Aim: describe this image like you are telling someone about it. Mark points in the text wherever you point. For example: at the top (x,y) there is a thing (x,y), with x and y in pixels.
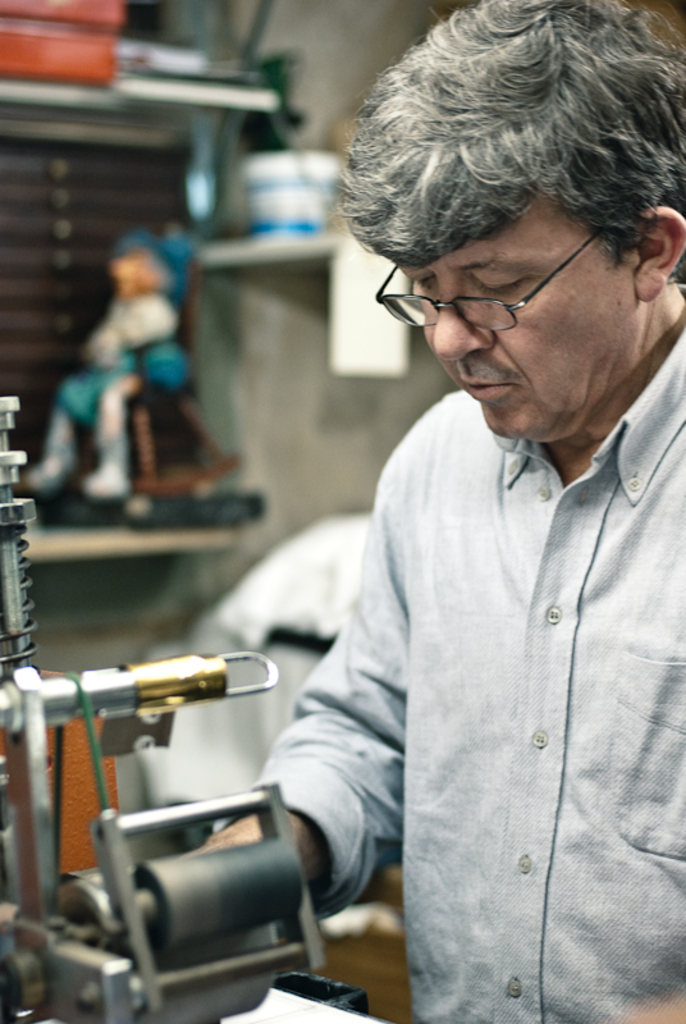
The man (443,628) on the right side (503,657) who is wearing the grey shirt (443,681) is standing. He is wearing the spectacles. In front of him, we see the machinery equipment (228,850). In the background (240,506), we see a toy (226,472) is placed in the shelf (31,556). Beside that, we see a wall (284,6) and a white color cloth (288,594). At the top (326,161), we see white bucket (257,153) and a red color thing (12,29). This picture is blurred in the background (214,421).
